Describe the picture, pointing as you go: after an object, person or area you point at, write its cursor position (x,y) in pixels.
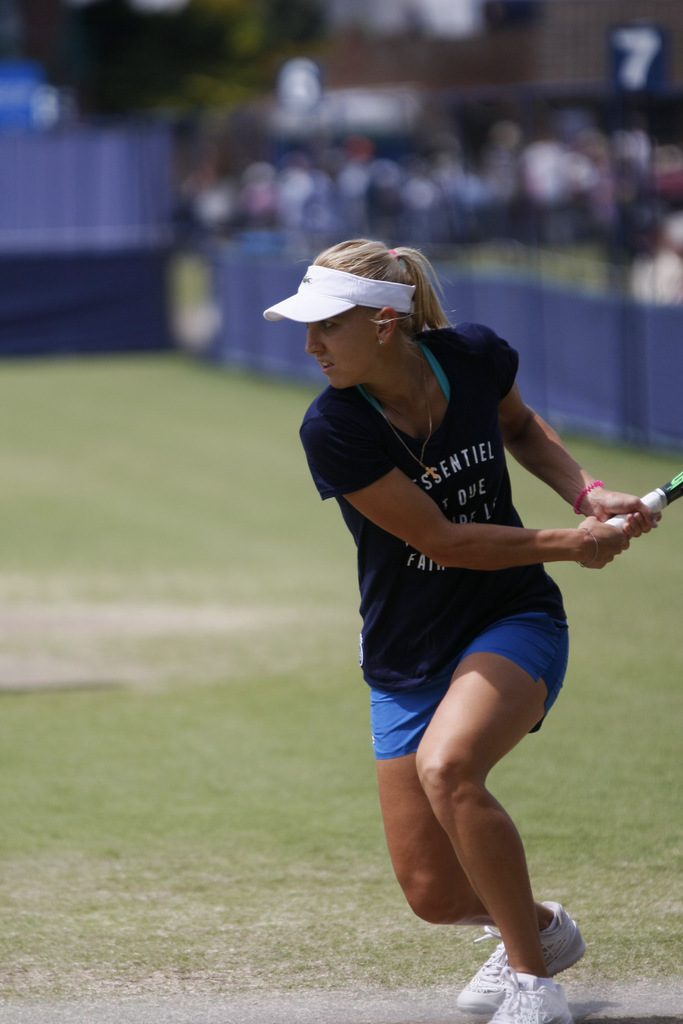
A lady (486,504) with the black t-shirt (462,485) is standing on the ground (450,971). She is wearing shoes (527,977) and a white cap (346,292) on her head (380,275), holding a racket (644,498) in her hand (627,522). In the background (559,195) there are few people (584,216) and blue color fencing (512,272).
